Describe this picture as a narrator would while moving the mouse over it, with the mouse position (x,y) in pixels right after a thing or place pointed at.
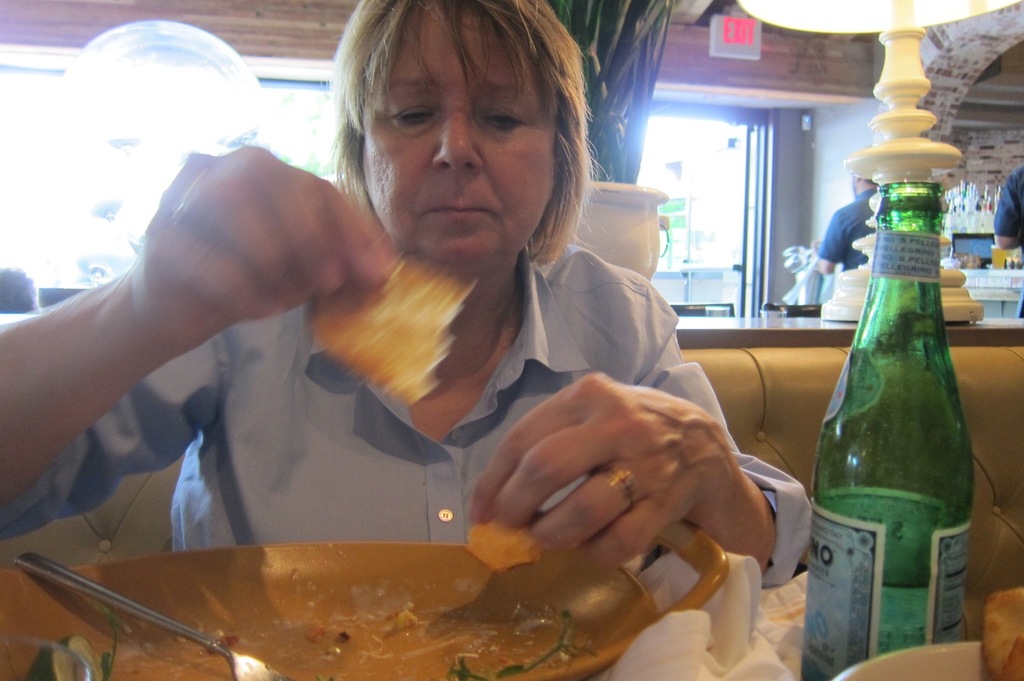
A woman (618,412) is sitting on the sofa (806,424) and having some food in front of her and there is one bottle (867,514) placed on the table (760,599) and behind her there is one person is standing and one plant (609,179) is present and one big window (293,130) is there.
